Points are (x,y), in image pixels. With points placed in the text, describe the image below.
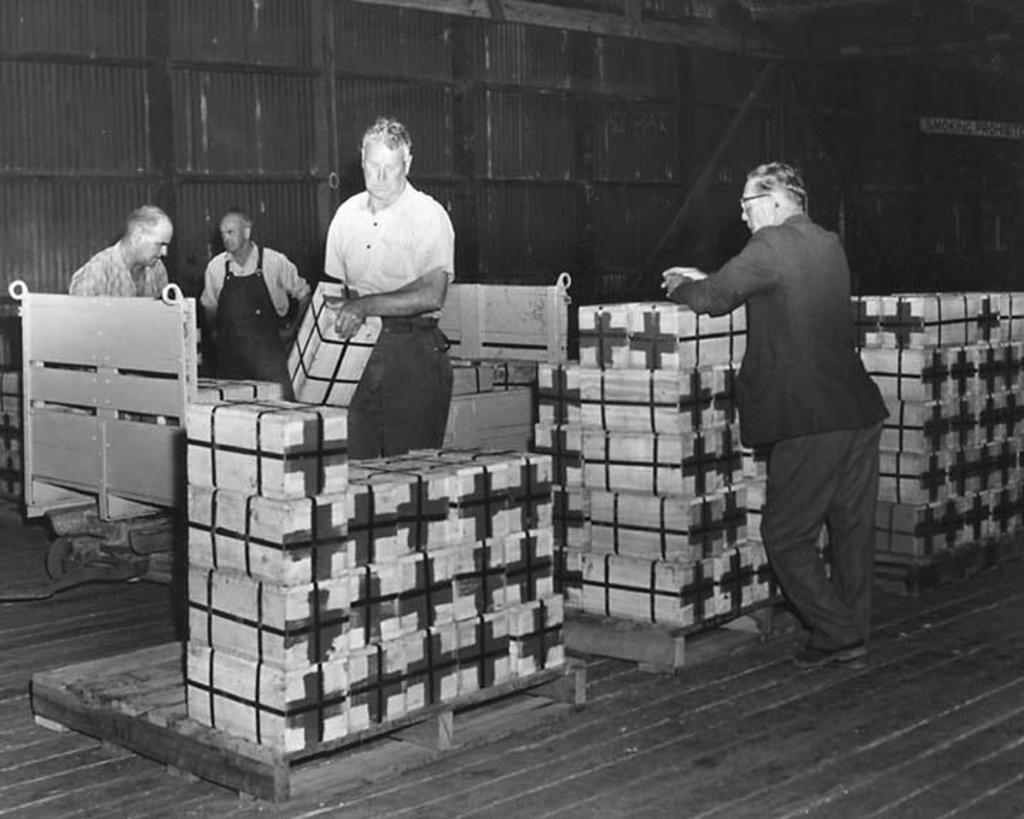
In this image I can see there are four persons (757,270) visible in the shed (61,247) and I can see wooden objects (367,555) kept on the floor (670,733) and at the top (346,101) I can see the wall (465,111).
